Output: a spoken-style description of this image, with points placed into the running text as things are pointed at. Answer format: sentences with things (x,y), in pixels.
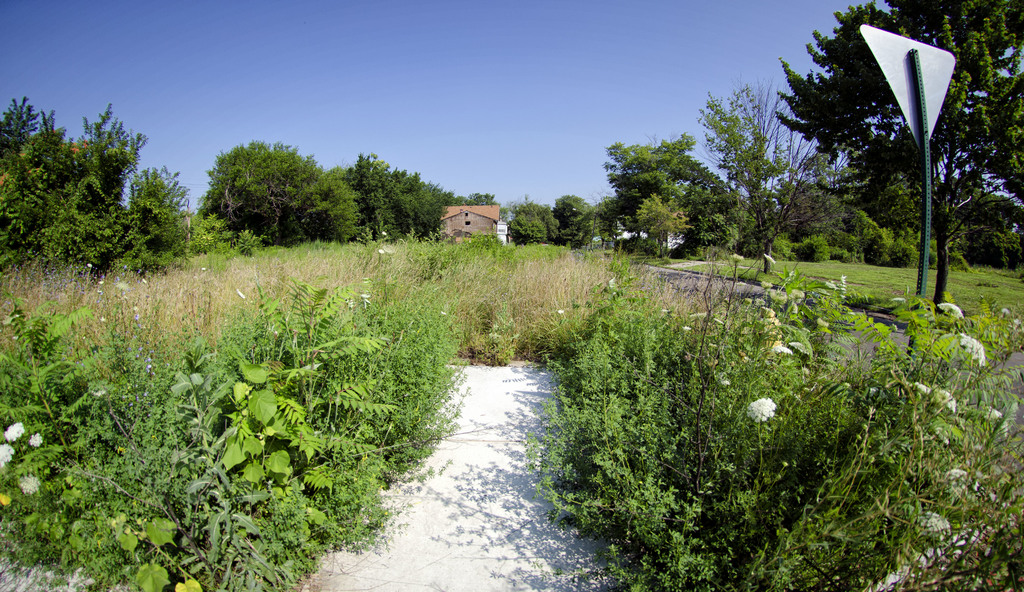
In this picture I can see many trees (940,135), plants (358,338) and grass (450,305). On the right (923,260) there is a sign board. In the background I can see the shed (447,237) and building (456,209). At the top (521,44) i can see the sky (558,51). In the bottom right (774,407) I can see some flowers (956,309) on the plants (936,397).
